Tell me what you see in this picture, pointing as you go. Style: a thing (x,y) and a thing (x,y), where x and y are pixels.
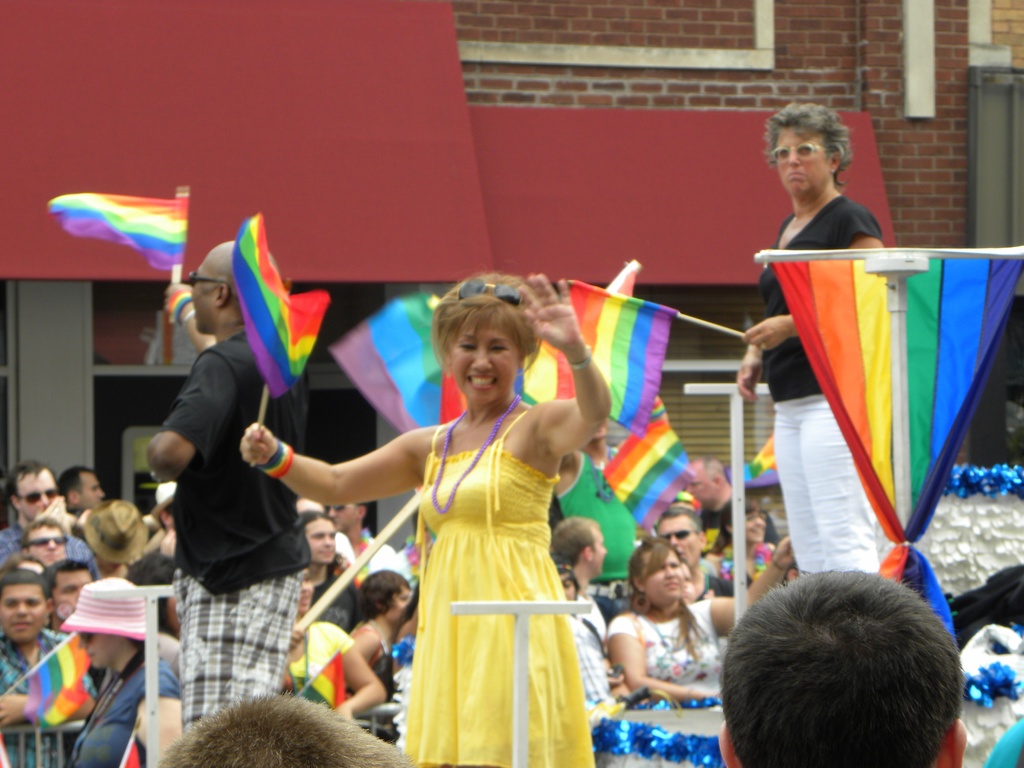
This is an outside view. Here I can see three people (572,360) are standing by holding flags (621,335) in their hands (573,346). The woman (473,470) who is in the foreground (445,565) is smiling and it seems like she is dancing. At the bottom (209,730), I can see a crowd (266,718) of people (164,673). In the background (539,105) there is a building (472,109). It seems like these three people (521,504) are standing on a vehicle (671,743).
